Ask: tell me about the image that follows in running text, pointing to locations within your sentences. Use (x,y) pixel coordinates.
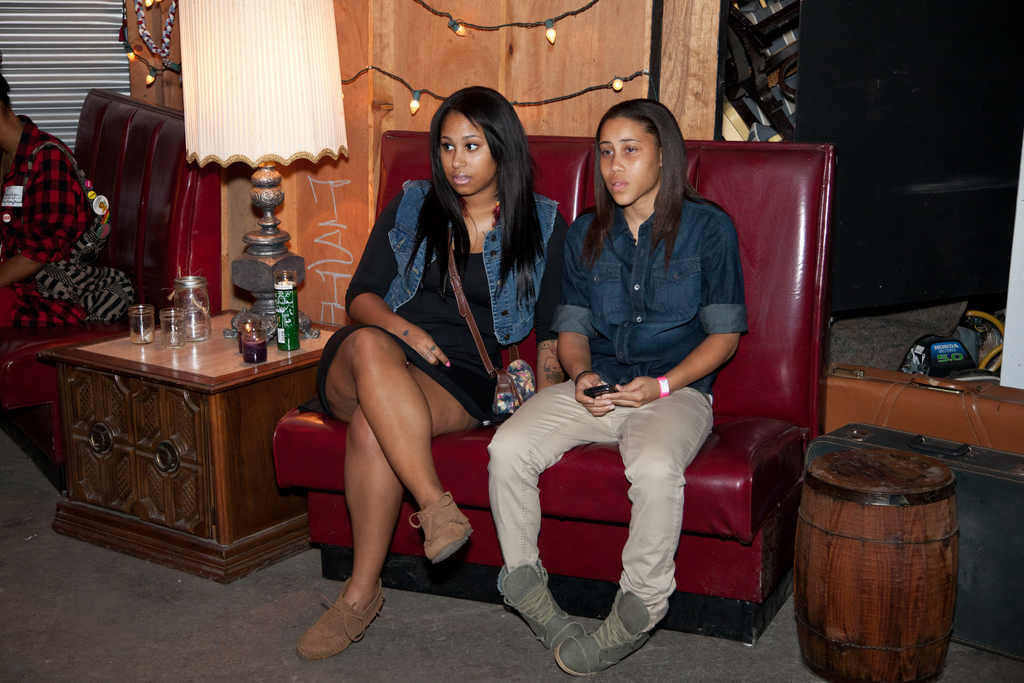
In this image we can see some people (681,347) sitting on chairs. One woman (653,349) is holding a mobile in her hand (622,400). On the left side of the image (260,87) we can see a lamp (293,106), some glasses (149,325) and a jar (208,312) placed in a cabinet (236,355). On the right side of the image (944,492) we can see a barrel (922,594) and some objects (993,331) placed on the ground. At the top of the image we can see some lights (643,72).
